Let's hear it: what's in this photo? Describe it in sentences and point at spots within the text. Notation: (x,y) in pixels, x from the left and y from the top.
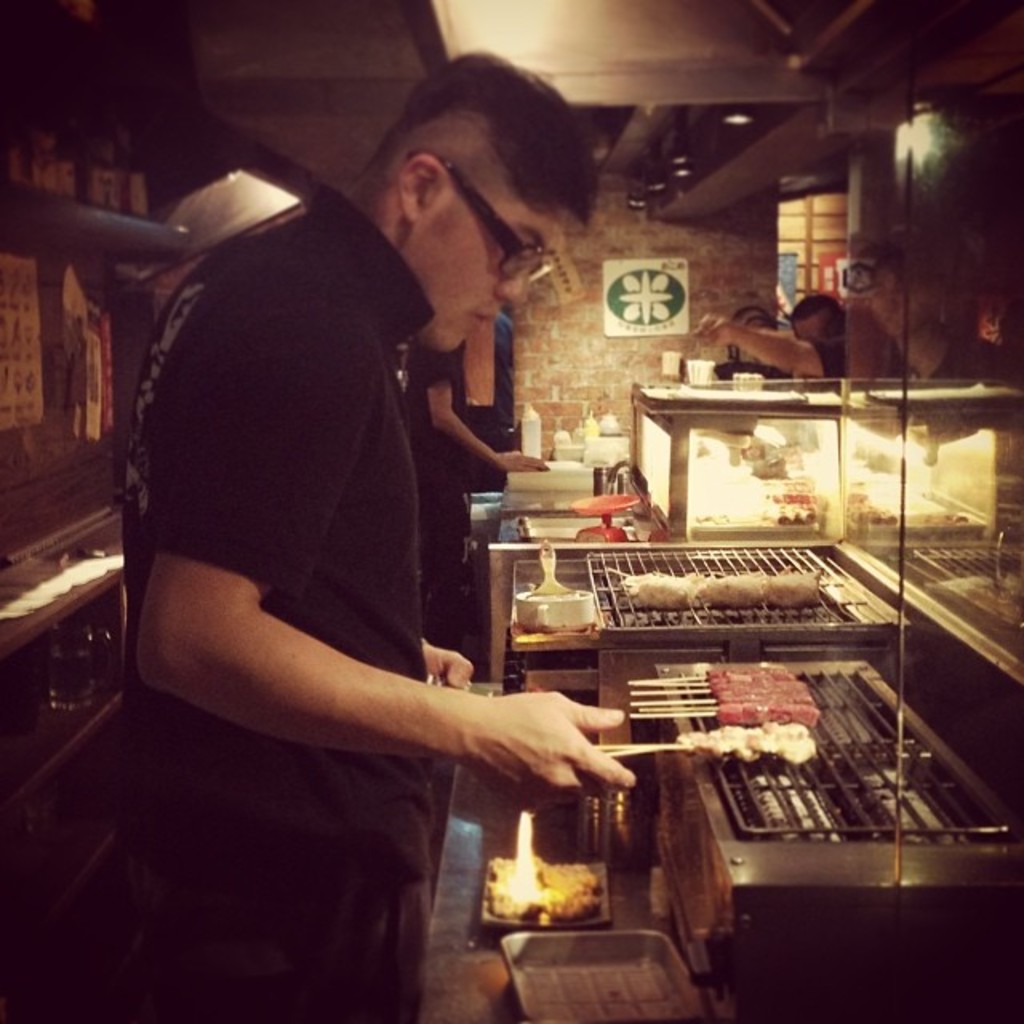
In this image we can see few persons (400,573). On the right side (780,578), we can see food items (781,722) on the grills (804,806) and few objects (590,889) on the table (547,510). In the background (597,318), we can see a wall (641,343). On the wall (577,305) we can see a poster (628,319) with images (628,319). On the left side (83,490), we can see a wall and there are a few posters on the wall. At the top (691,44) we can see the roof (902,19).
